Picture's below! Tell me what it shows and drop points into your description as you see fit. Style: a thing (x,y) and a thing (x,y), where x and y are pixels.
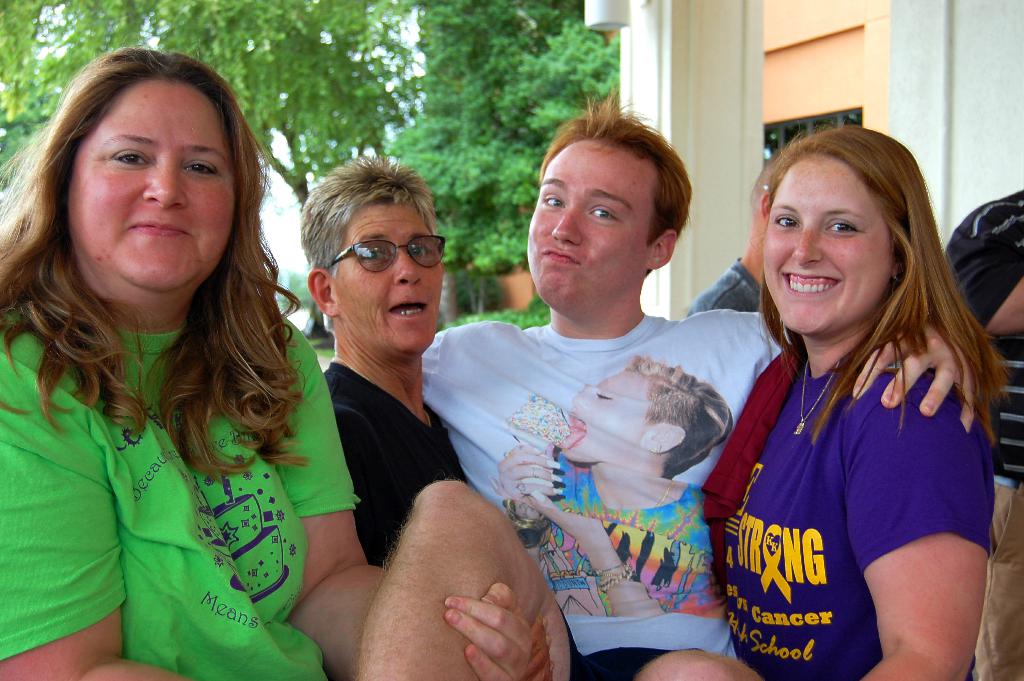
In this picture there is a man (561,206) who is wearing t-shirt (564,531) and short (609,663). Beside him there are three women (30,342) who are holding him and they are smiling. On the right (989,589) there is a man (989,627) who is wearing black t-shirt (999,416) and trouser (1018,595). He is standing near to the wall (1001,170) and pipe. Besides him there is another man (762,191) who is wearing t-shirt (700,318). In the background (455,175) I can see the building (698,281), trees (430,163), plants (512,319) and grass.
